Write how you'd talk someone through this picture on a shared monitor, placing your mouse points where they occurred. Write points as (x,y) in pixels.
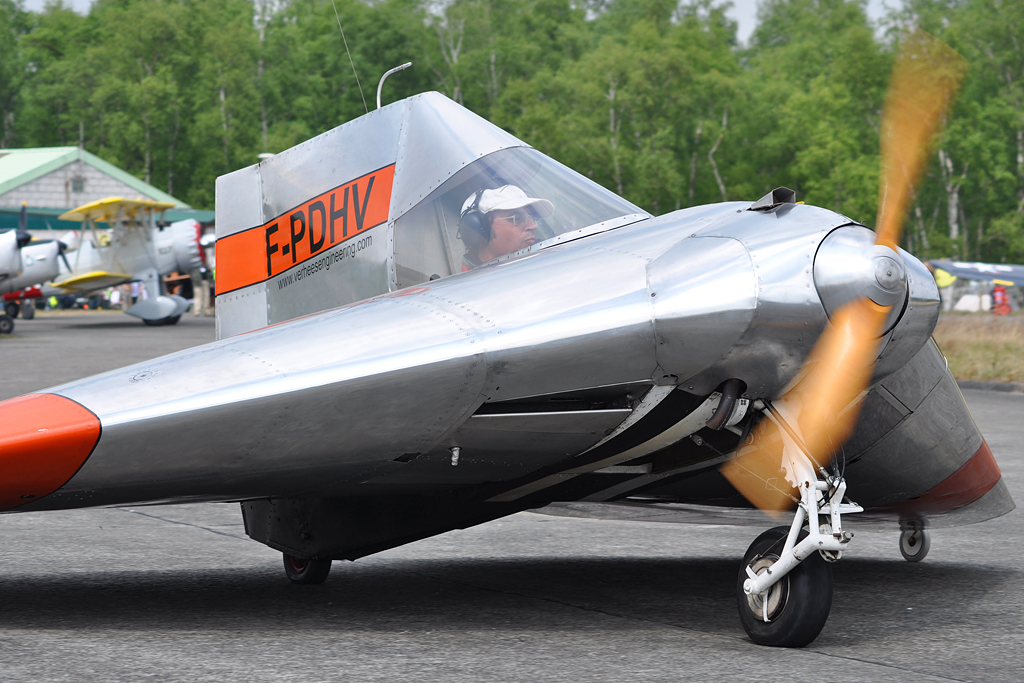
In this image we can see a man (497,243) is sitting in an airplane (477,339), which is on the road (620,604). We can see trees (285,96), airplanes (93,248) and building (102,180) in the background (123,190).
